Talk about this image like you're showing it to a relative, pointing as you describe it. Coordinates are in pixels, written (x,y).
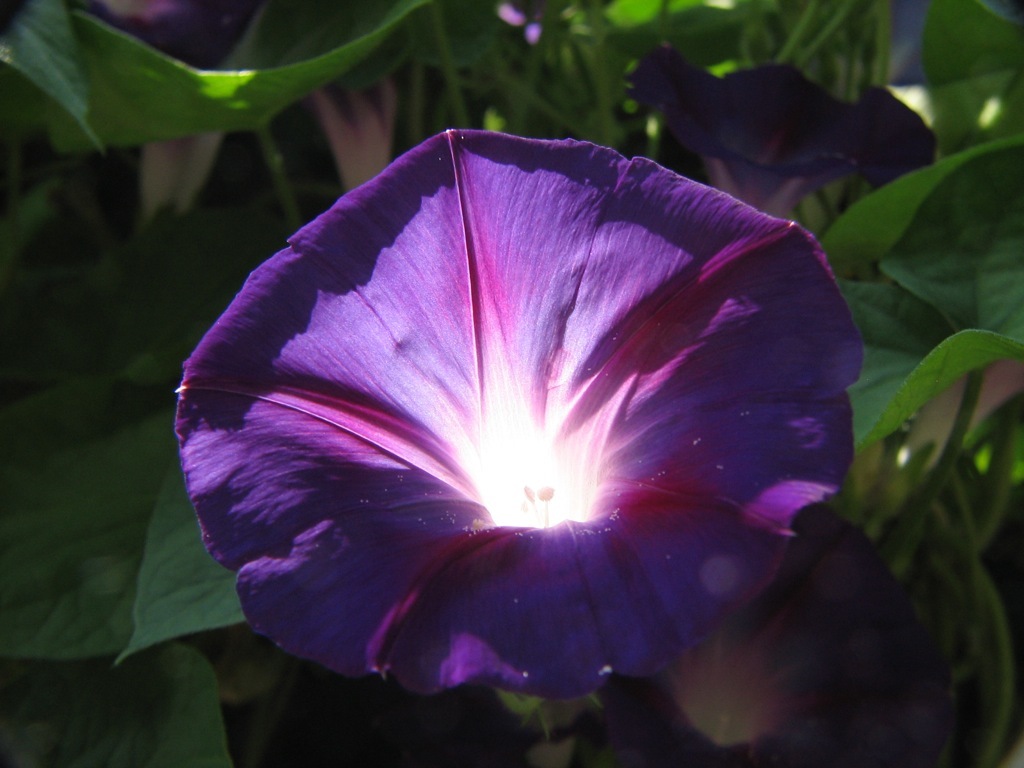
In this picture we can see flowers (722,282) and leaves (122,95).
